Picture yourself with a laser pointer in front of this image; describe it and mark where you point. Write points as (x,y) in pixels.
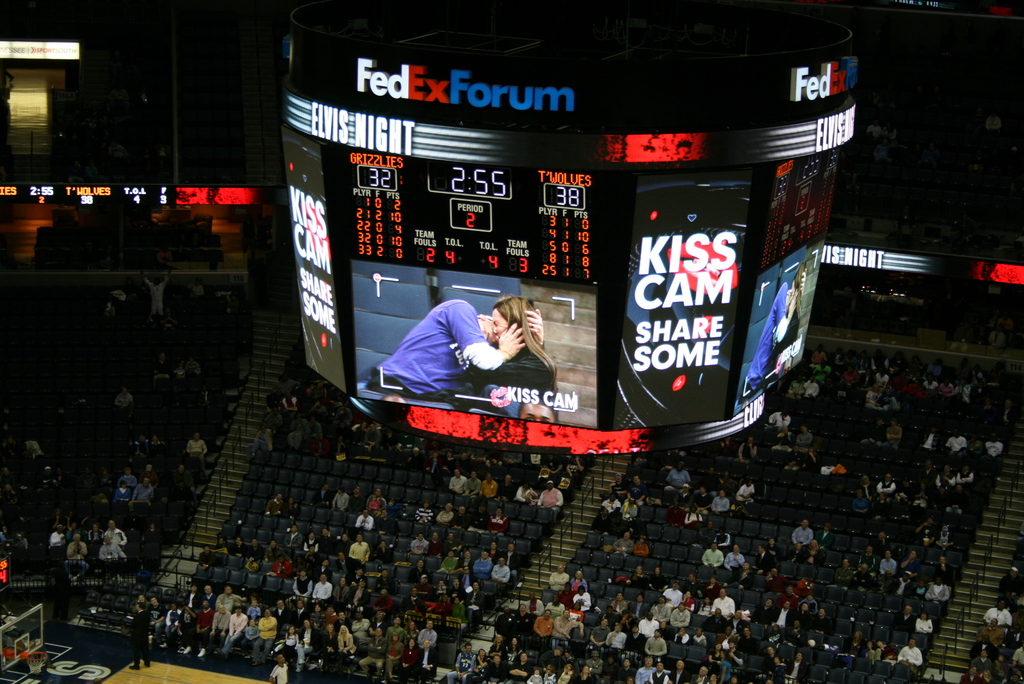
We can see hoardings (632,341). There are people (535,491) sitting on chairs (265,588) and few people (60,599) standing. We can see basketball hoop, stadium (935,247) and scoreboard (19,193).
